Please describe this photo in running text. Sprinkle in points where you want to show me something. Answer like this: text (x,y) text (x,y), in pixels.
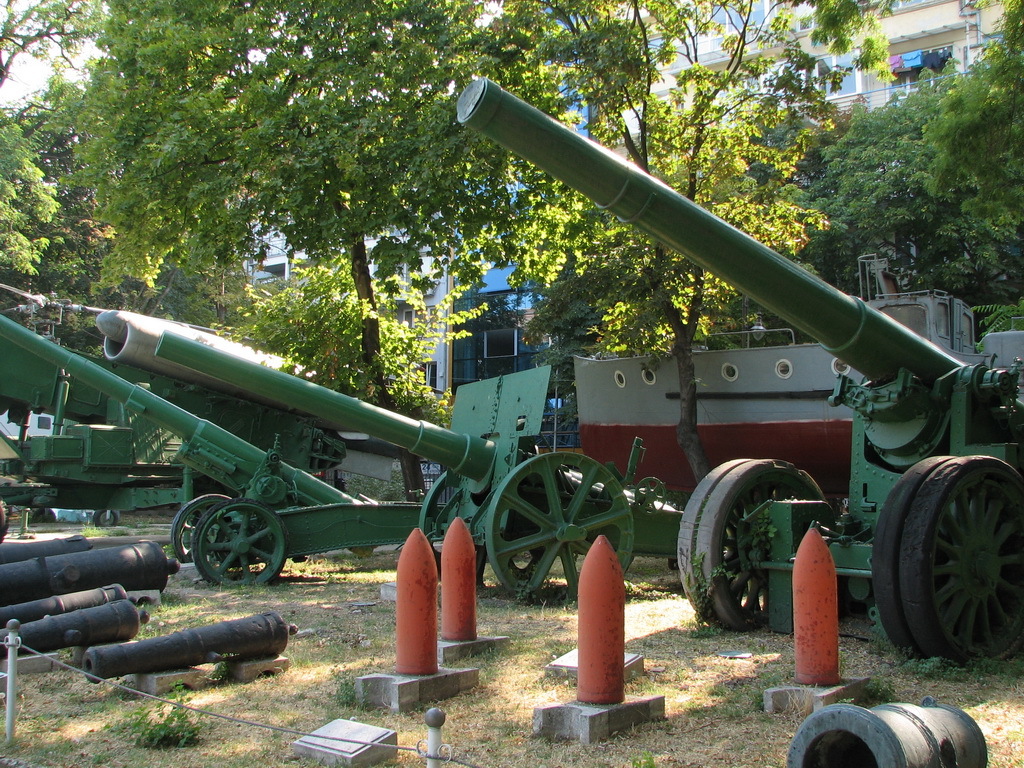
In this image I can see few cannons (352,424). They are in green color. I can see few orange color poles (610,597) and black color pipes (90,601). Back I can see a building (845,59), glass windows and trees (873,38).
